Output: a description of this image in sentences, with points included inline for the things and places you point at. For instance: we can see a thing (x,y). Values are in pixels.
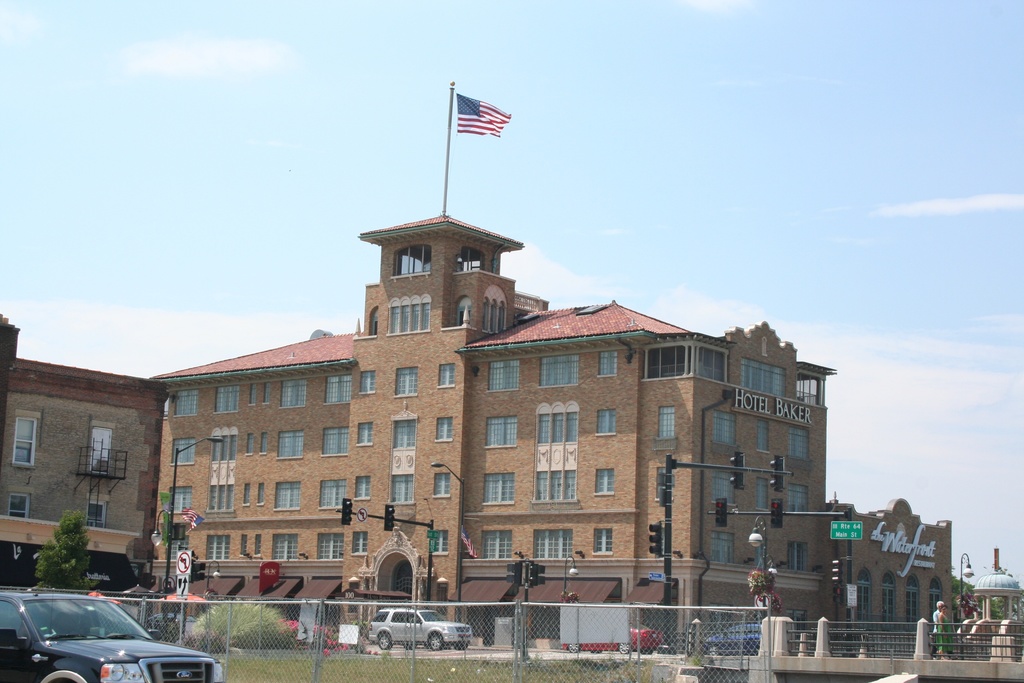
In this image there is car (136,662), behind the car (123,628) there is fencing (698,641) and a bridge (778,643) on that bridge (978,638) there are two men (948,638), in the background (758,636) there is car (458,641) on the road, signal pole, trees (51,546) buildings (480,345) on top of the building (455,225) there is flag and there is the sky (786,192).
